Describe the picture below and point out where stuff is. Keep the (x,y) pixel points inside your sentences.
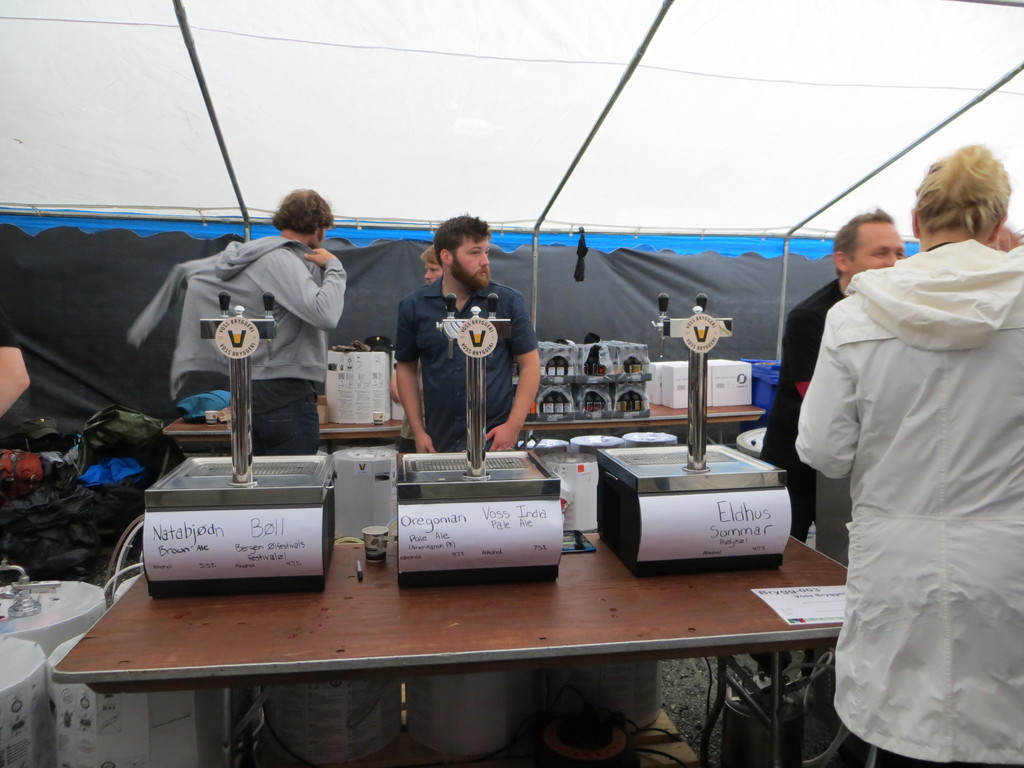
The picture is under a tent (181,42). There are few people (900,424) standing. There are some machines (446,521) on the table (513,647). In the background (595,412) there are few packs of bottles (621,399) and carton (339,414) on the table (614,418).
